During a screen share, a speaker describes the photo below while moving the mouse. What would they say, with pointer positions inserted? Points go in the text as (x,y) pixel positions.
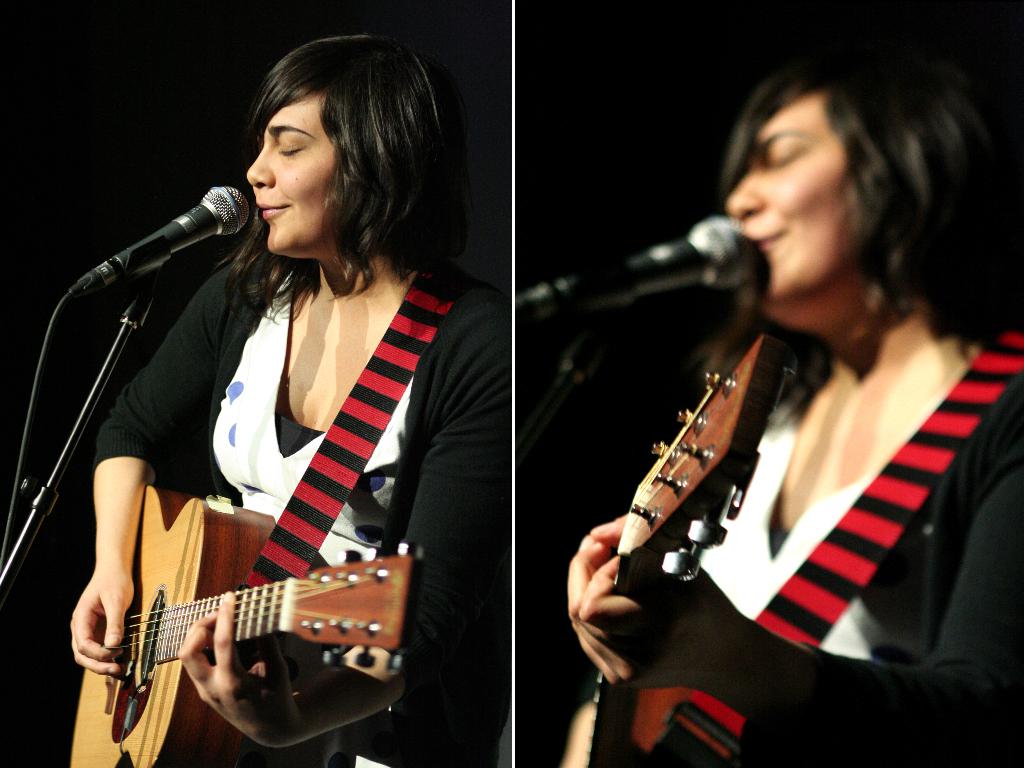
The image is collage of two pictures. In both the images the person (350,250) is same. One picture is clear and another picture is blurred. The woman (305,350) is wearing a black shrug (182,319), white dress (259,375) and holding a guitar (154,748). In front of her there is a mike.
